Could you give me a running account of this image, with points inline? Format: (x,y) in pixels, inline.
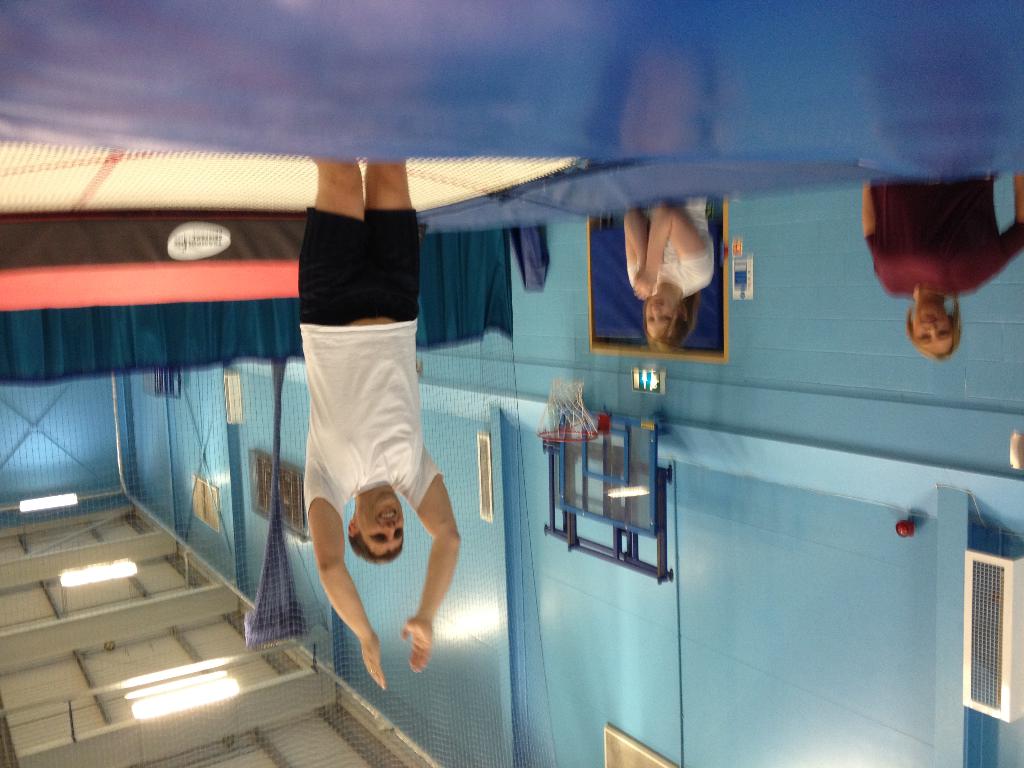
In this image we can see a man (427,475) standing. On the backside (259,675) we can see a board (592,259), curtain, some devices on a wall (604,719), a basketball hoop (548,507), two women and a roof (164,638) with some ceiling lights (189,688).
